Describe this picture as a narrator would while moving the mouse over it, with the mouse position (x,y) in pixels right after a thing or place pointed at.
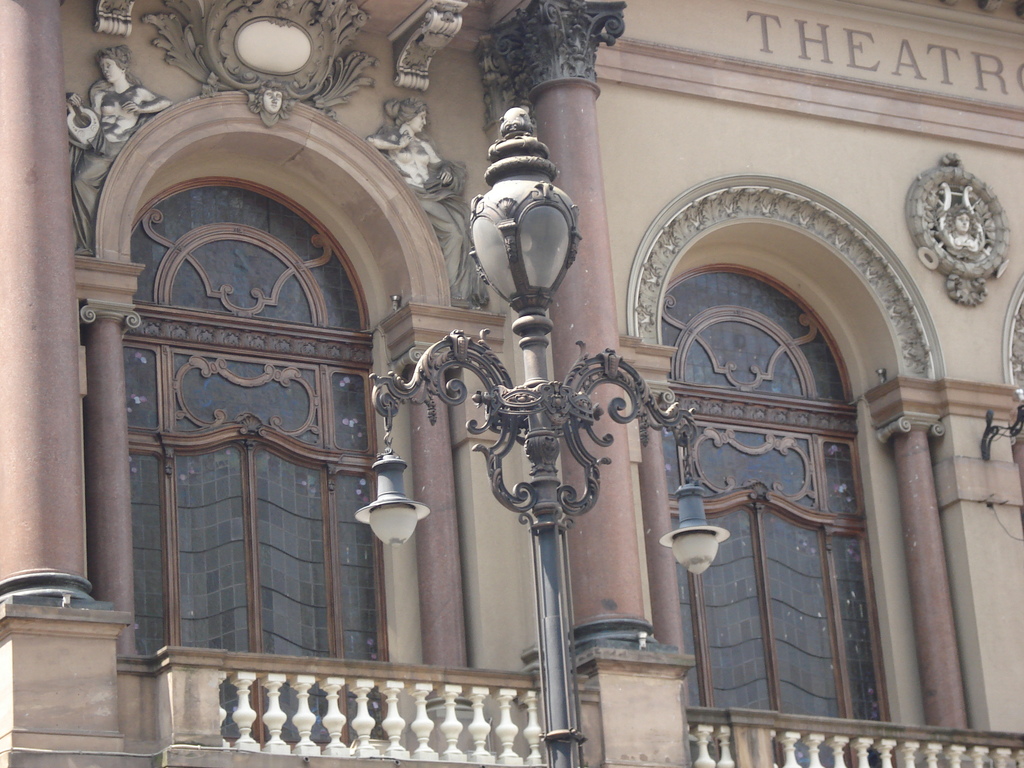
In this image we can see a pole (584,399), lights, railings (282,674), pillars (966,727), arches (801,284), designed wall (648,149), and something is written on the wall (777,66).
